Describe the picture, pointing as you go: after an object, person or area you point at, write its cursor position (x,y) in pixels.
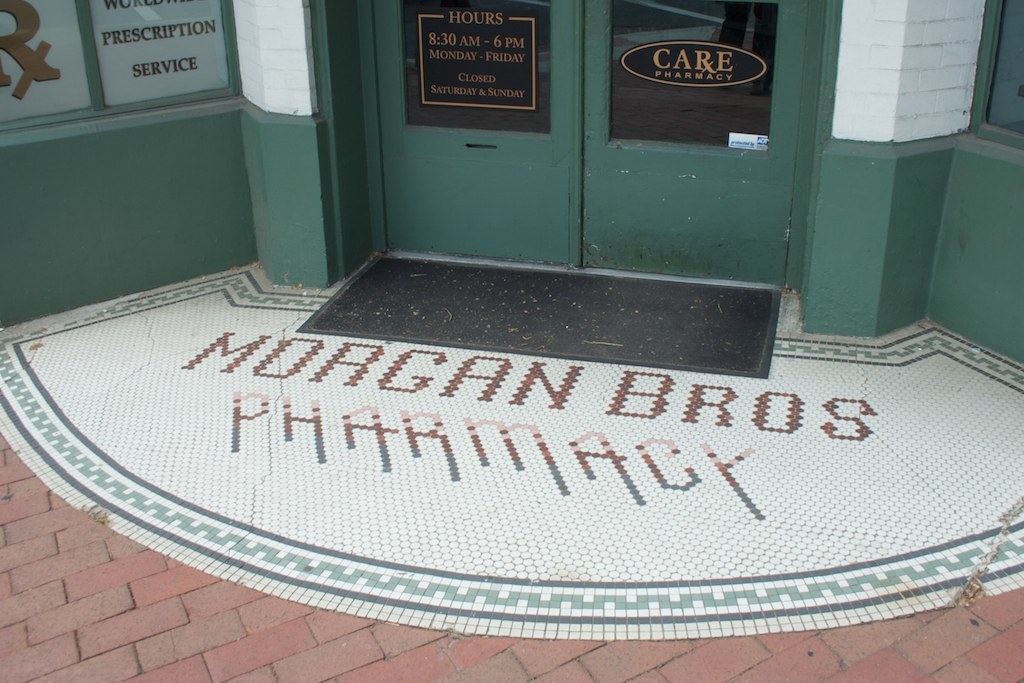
In this image I can see something is written in the center (425,401) and in the background (488,104) I can see few green colour doors (527,111) and on it I can see something is written. On the left top corner of this image (207,10) I can see few boards (114,35) and on these boards (114,60) I can see something is written.
